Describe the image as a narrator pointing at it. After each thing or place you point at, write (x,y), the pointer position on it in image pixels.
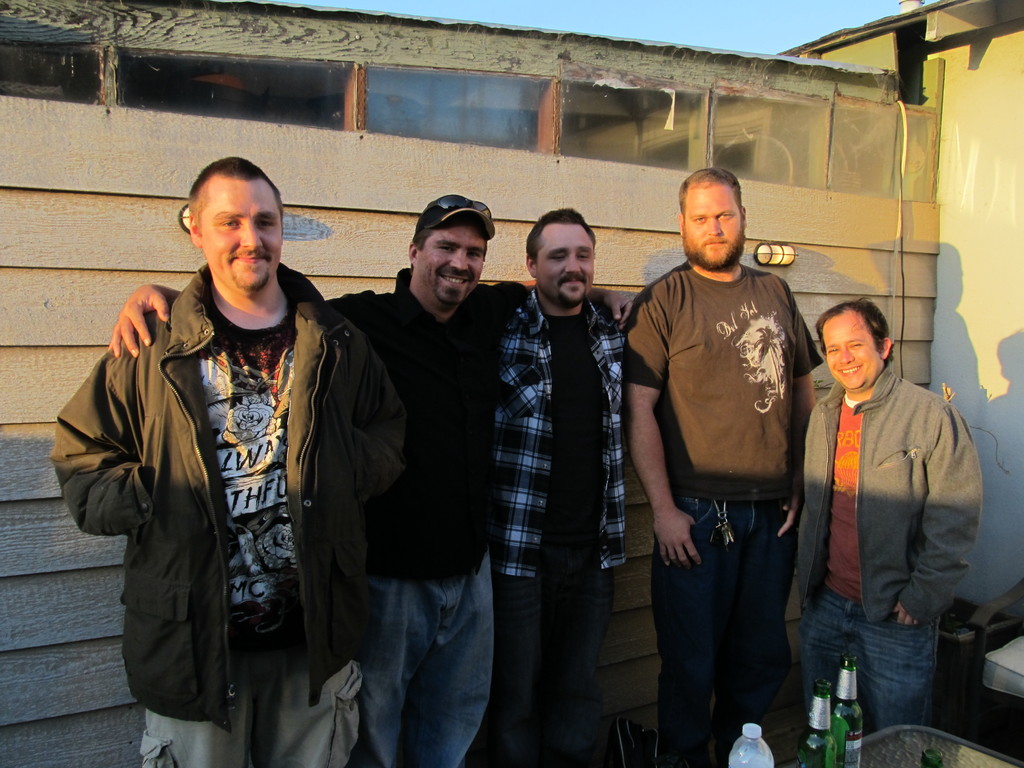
In this image there are five men (731,479) standing, in front of them there is a table (932,733), on that table (957,744) there are bottles (814,757), in the background (129,131) there is a wooden wall (891,329).
